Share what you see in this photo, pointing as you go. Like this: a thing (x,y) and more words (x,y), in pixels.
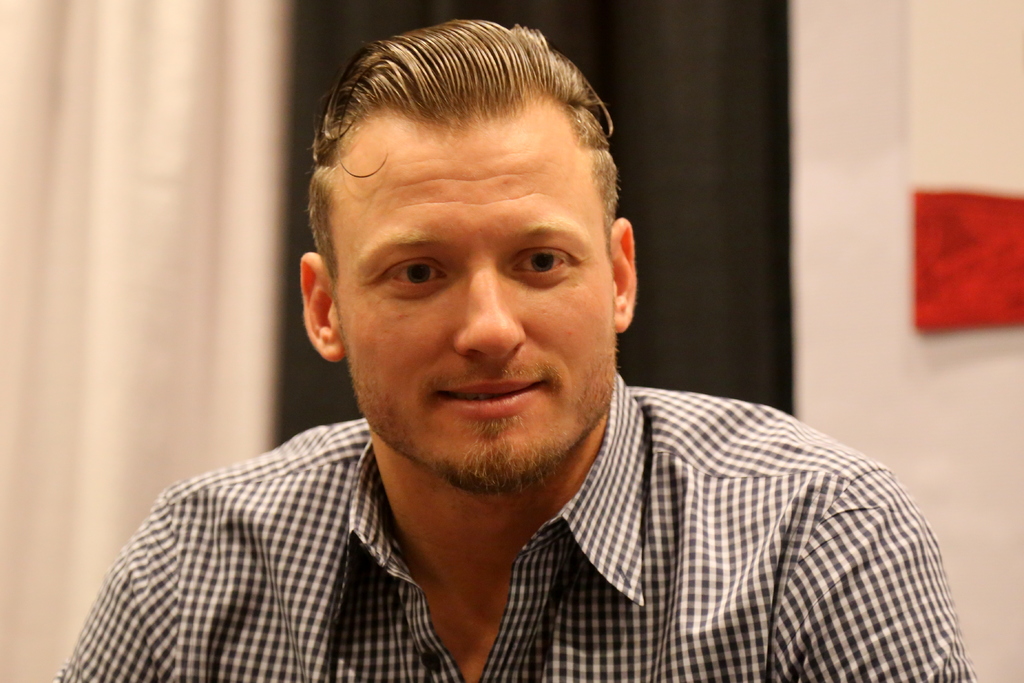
In this image we can see a man (466,385) sitting.
